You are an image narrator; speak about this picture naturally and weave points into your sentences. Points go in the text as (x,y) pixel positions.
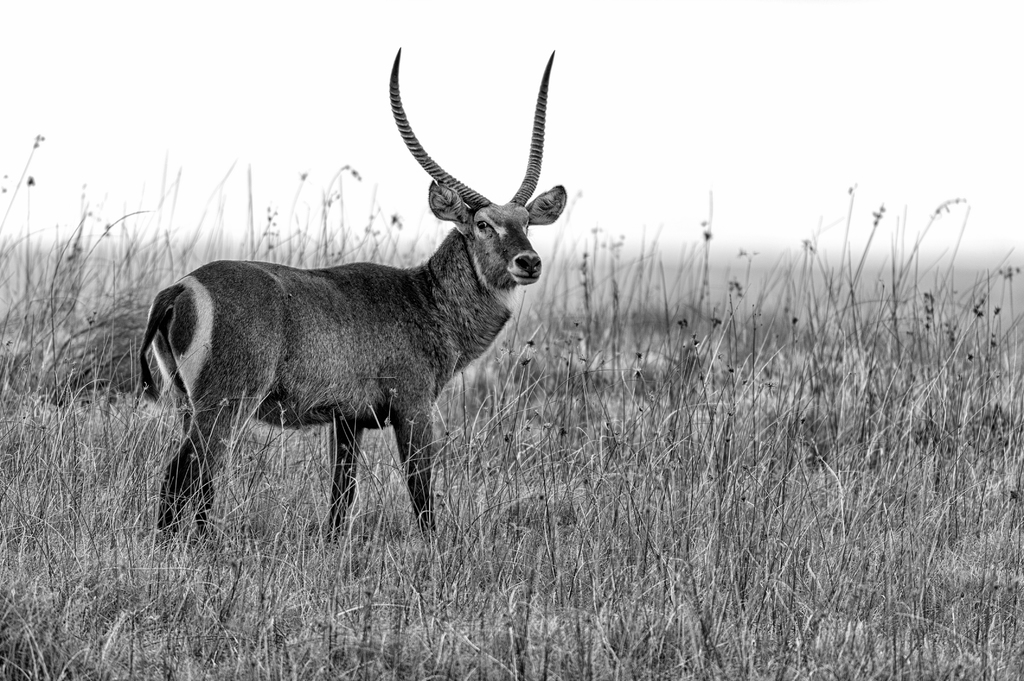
In this picture we can find an antelope (194,437) in the field (481,463), around the animal (356,382) we can find few plants (668,434).
